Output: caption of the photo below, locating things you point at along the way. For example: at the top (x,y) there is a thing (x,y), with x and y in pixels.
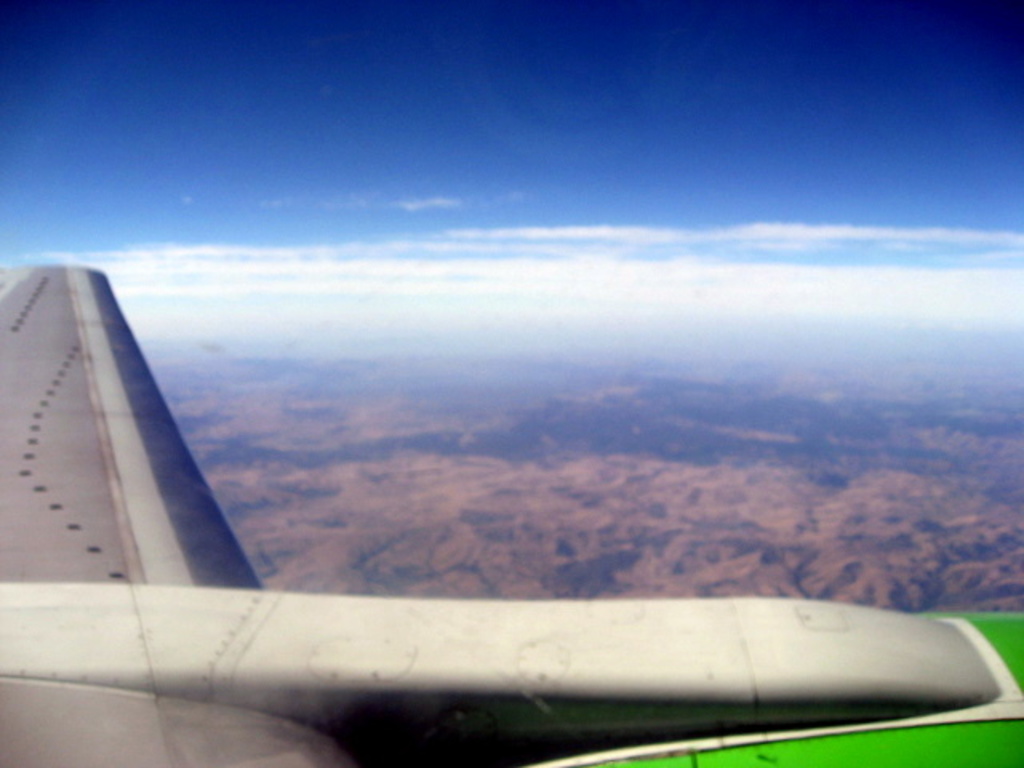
In this picture I can see there is a airplane (195,639) and it has a wing (160,724) and there is a mountain (829,436) and there are trees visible on the ground (531,542).
